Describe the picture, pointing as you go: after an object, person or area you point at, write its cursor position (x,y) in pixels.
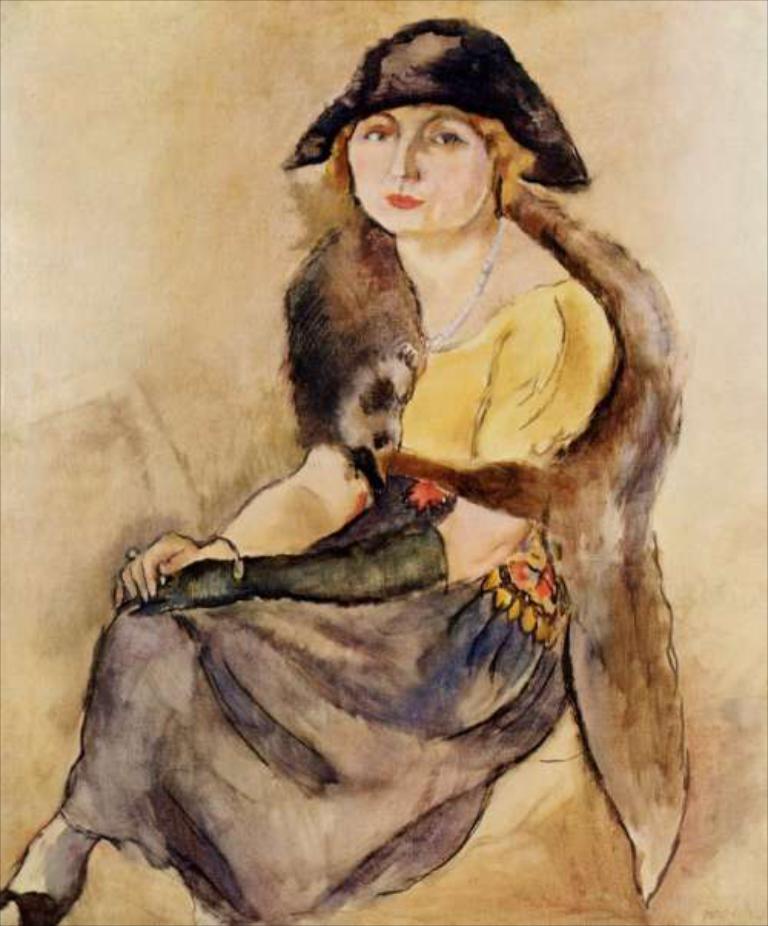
In this image we can see the painting (557,455) of a person (614,627) and it looks like she is sitting and posing for a photo.
